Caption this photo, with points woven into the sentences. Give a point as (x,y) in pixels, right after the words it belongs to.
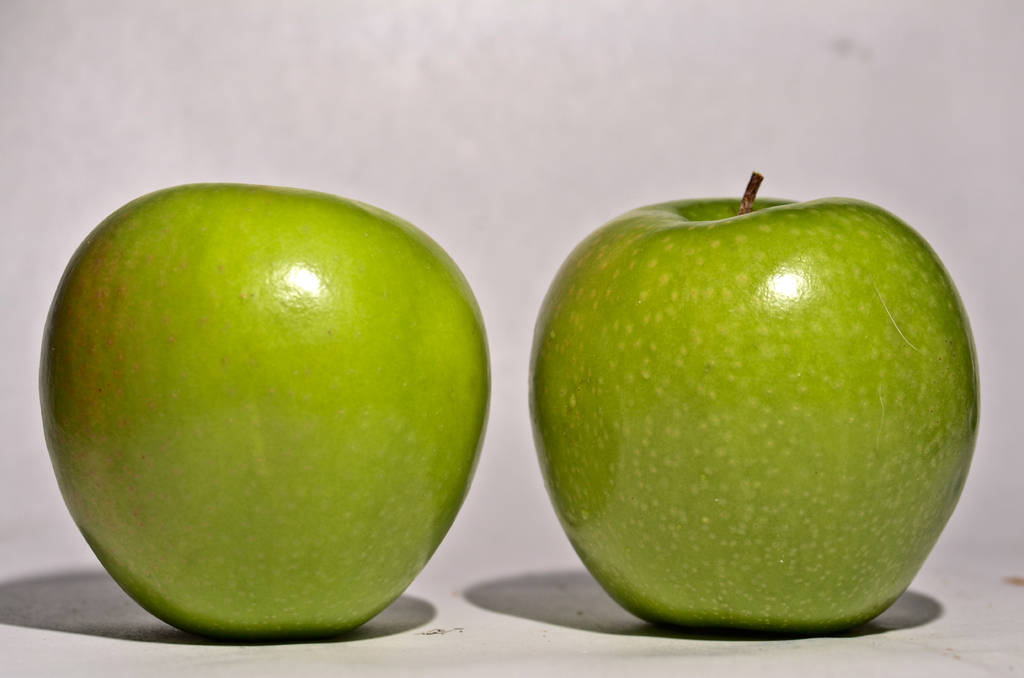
In the image we can see two green apples (552,478) kept on the white surface (521,551).
